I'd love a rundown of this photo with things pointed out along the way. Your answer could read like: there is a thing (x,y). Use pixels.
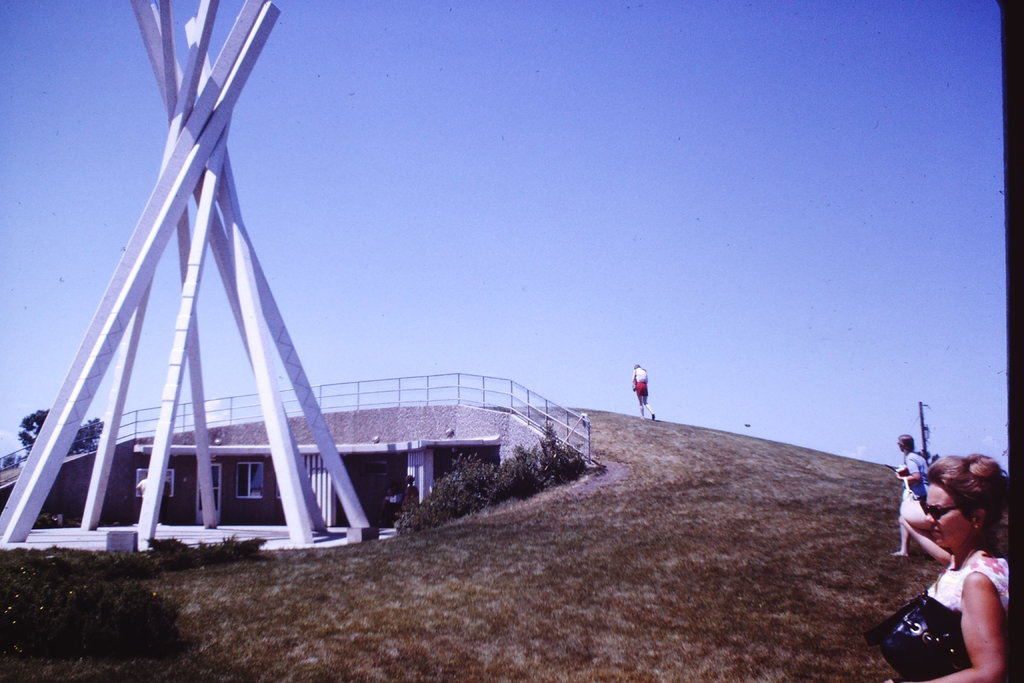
There are two persons (921,545) in the right corner (940,544) and there is a building (327,416) and some other object (141,330) in the left corner (119,407).
